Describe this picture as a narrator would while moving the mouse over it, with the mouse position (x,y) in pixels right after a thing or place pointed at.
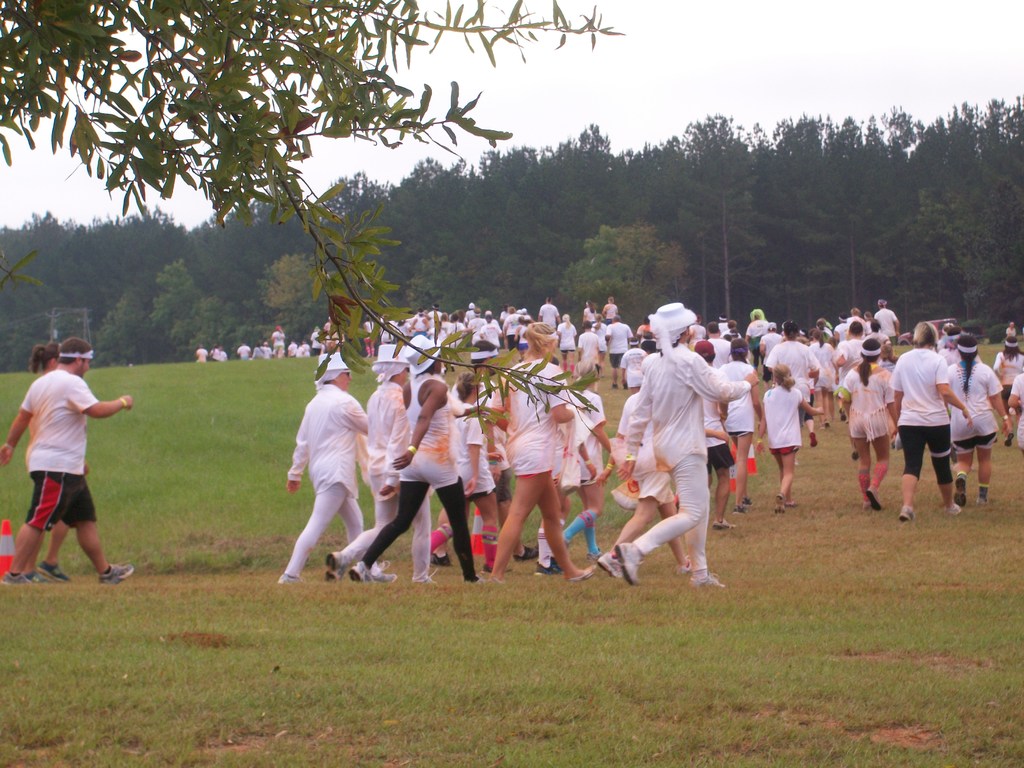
In this picture there are people (376,509) in the center of the image (533,490) those who are walking on the grassland (51,608) and there are trees (548,245) in the background area of the image (604,254).
